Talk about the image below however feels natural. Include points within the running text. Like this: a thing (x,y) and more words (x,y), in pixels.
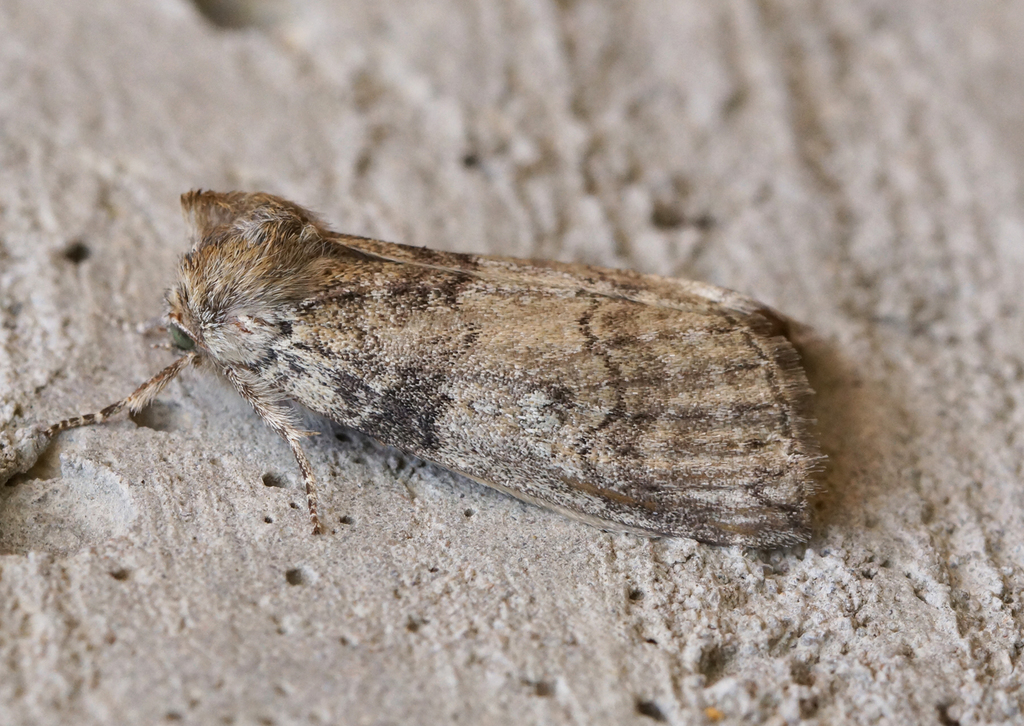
In this image in the foreground (347,277) there is some kind of insect (765,329) on the ground (367,487).
